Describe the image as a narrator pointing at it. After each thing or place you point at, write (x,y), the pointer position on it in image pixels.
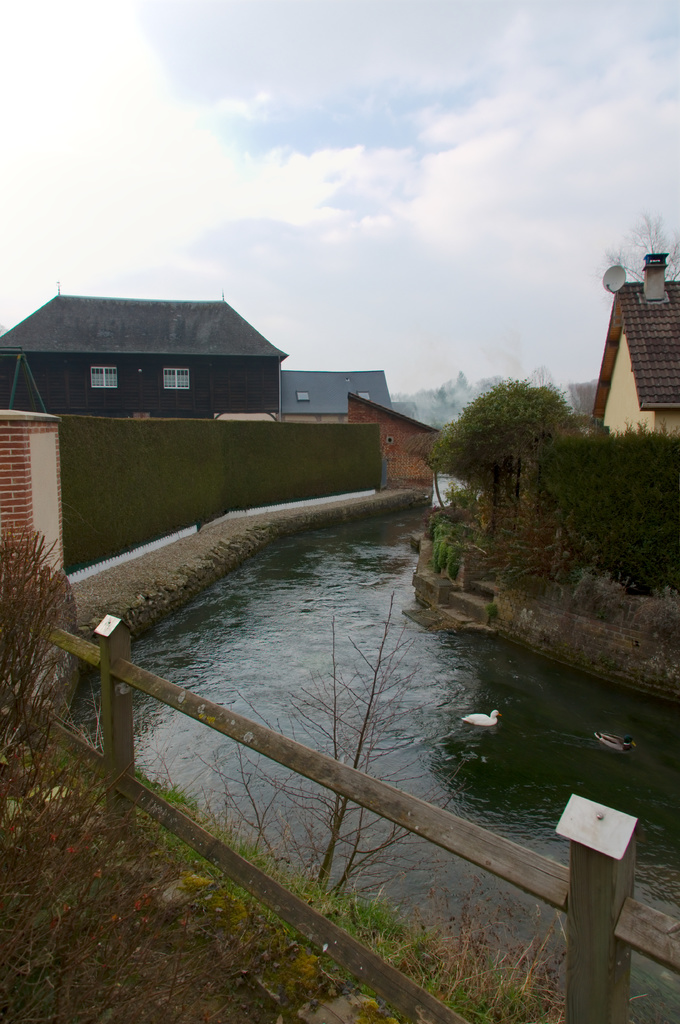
In the middle of the picture (316,579), we see water (468,735) and ducks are swimming in the water (426,684). Beside that, we see a wooden railing (573,978). At the bottom of the picture (152,847), we see grass (229,899) and trees (129,955). On the right side (674,369), we see shrubs (520,420) and a building (625,388) with a red color roof (667,345). On the left side (101,471), we see a wall (143,464) in green color and behind that, we see buildings (260,419) in black and grey color. At the top of the picture (266,169), we see the sky (400,114).
